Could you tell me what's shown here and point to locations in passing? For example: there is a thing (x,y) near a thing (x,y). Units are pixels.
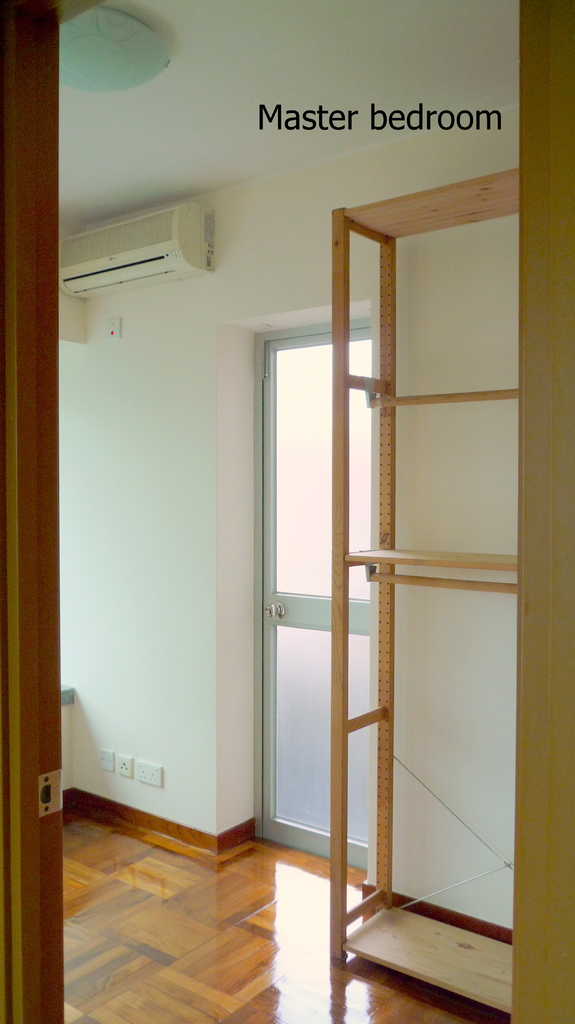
This is a room (81,586). In this room (133,632) there is a wooden shelf (342,545). Near to that there is a door (307,624). Also there is a wall (151,546). On that there is an AC (126,244). And something written on the image. Also there is a wooden door (29,624).
